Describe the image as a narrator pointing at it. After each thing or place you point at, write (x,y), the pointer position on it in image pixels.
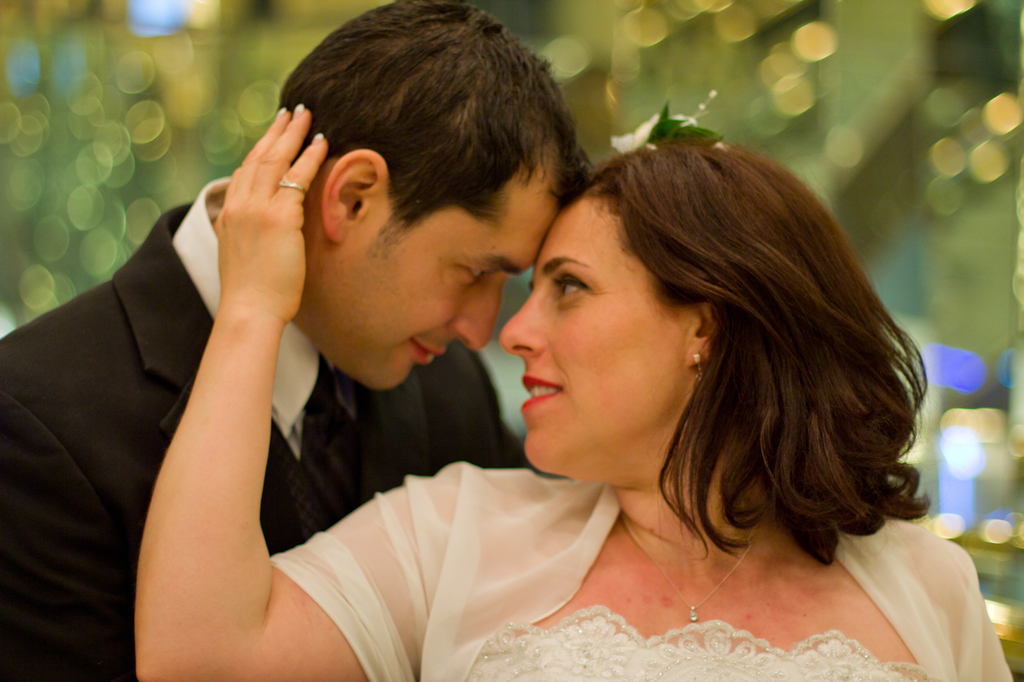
There is a man (300,396) and woman (669,527) looking each other. In the background (763,146) it is blurred.
